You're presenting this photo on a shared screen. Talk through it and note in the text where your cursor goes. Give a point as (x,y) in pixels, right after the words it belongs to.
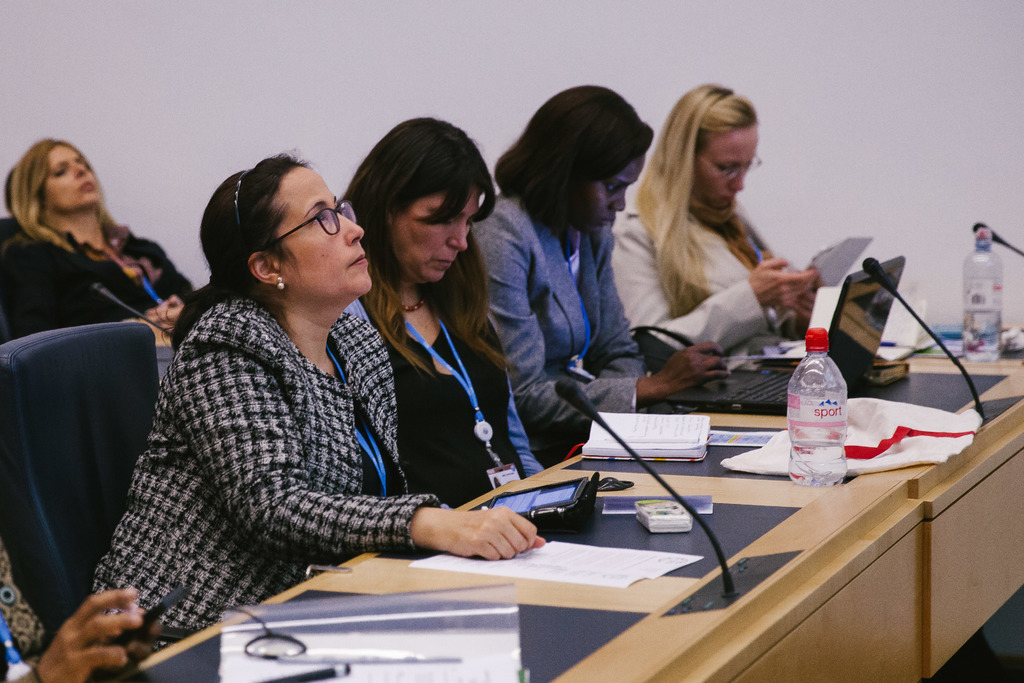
In this image in the center (541,285) there are group of people (408,343) sitting on chairs (107,527), and in front of them there is a table (937,369). On the table (336,589) there are some papers (888,357), mike's (719,550), bottle (825,402), cell phone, laptop (870,339) and objects (624,499) and one person (134,624) is holding a mobile (147,610) and one person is holding some papers (847,247). And on the left side of the image (114,220) there is one person (71,256) sitting and in the background (284,115) there is wall (163,166).
